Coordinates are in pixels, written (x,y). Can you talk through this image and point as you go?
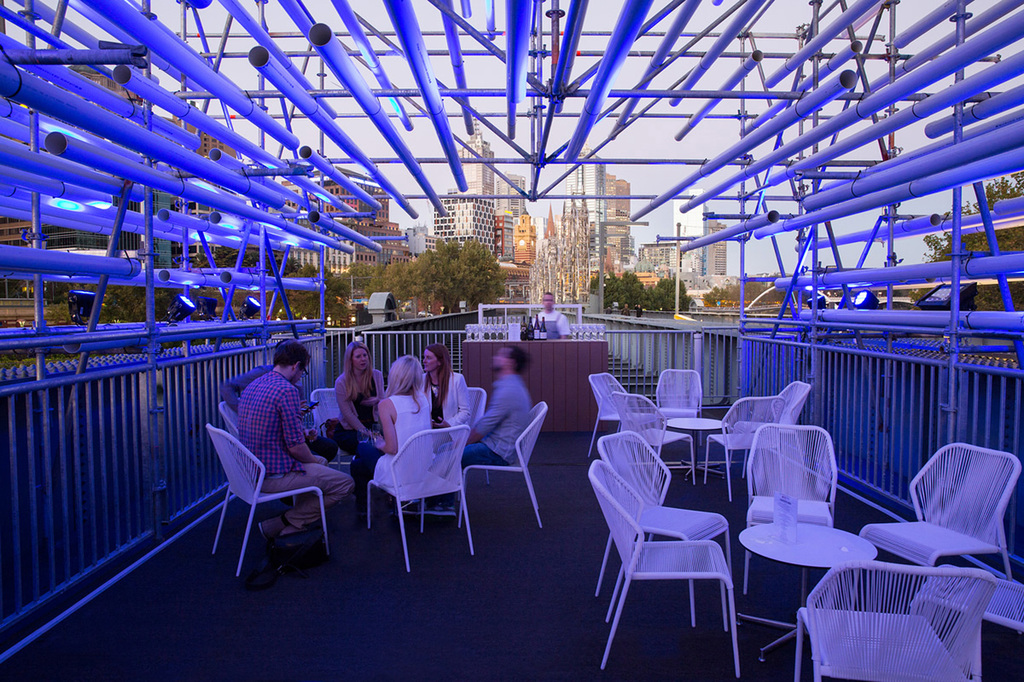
This image is clicked outside. There are so many chairs (943,530) and tables (779,549), people (504,454) are sitting on chairs (451,457). There are buildings (589,232) in the middle (611,251). There are trees (472,296). In the middle (539,376) there is a table (535,354) on which there are Bottles (539,326) And A person (552,335) is behind that bottles (524,336), there are trees (985,248) on right side (1004,231) and left side (128,290).
